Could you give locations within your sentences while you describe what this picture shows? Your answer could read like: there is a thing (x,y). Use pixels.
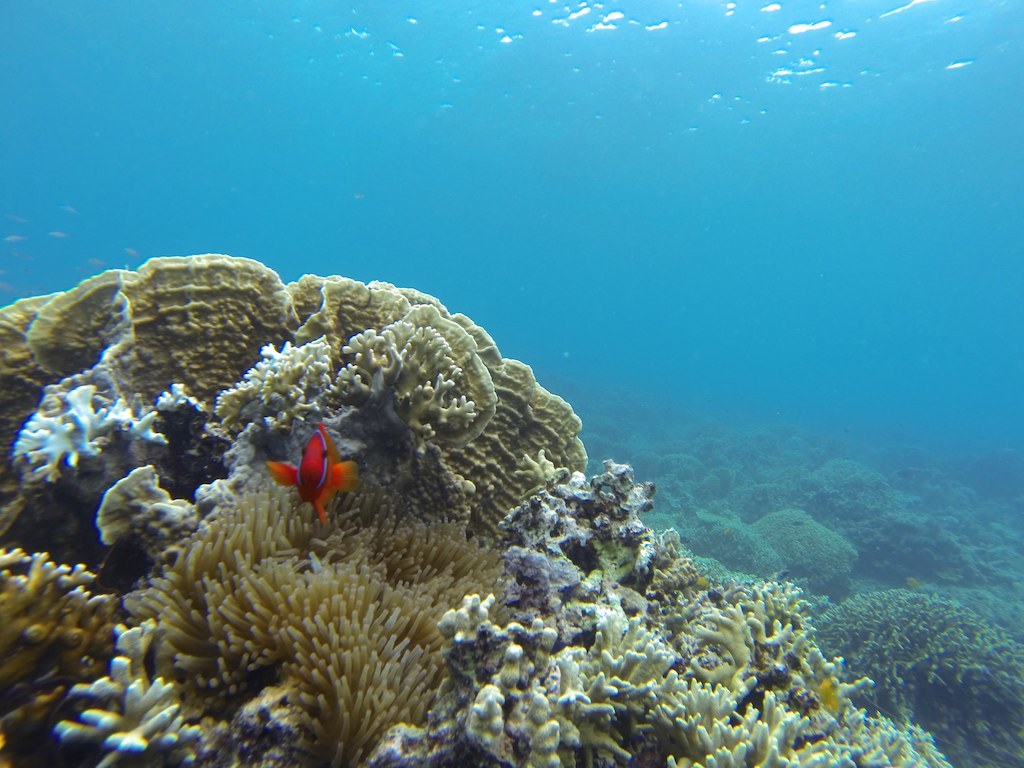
In the foreground of this picture (347,478), there is a red fish (281,464). In the background (925,612), there are sea plants (781,602) under the water (639,276).
